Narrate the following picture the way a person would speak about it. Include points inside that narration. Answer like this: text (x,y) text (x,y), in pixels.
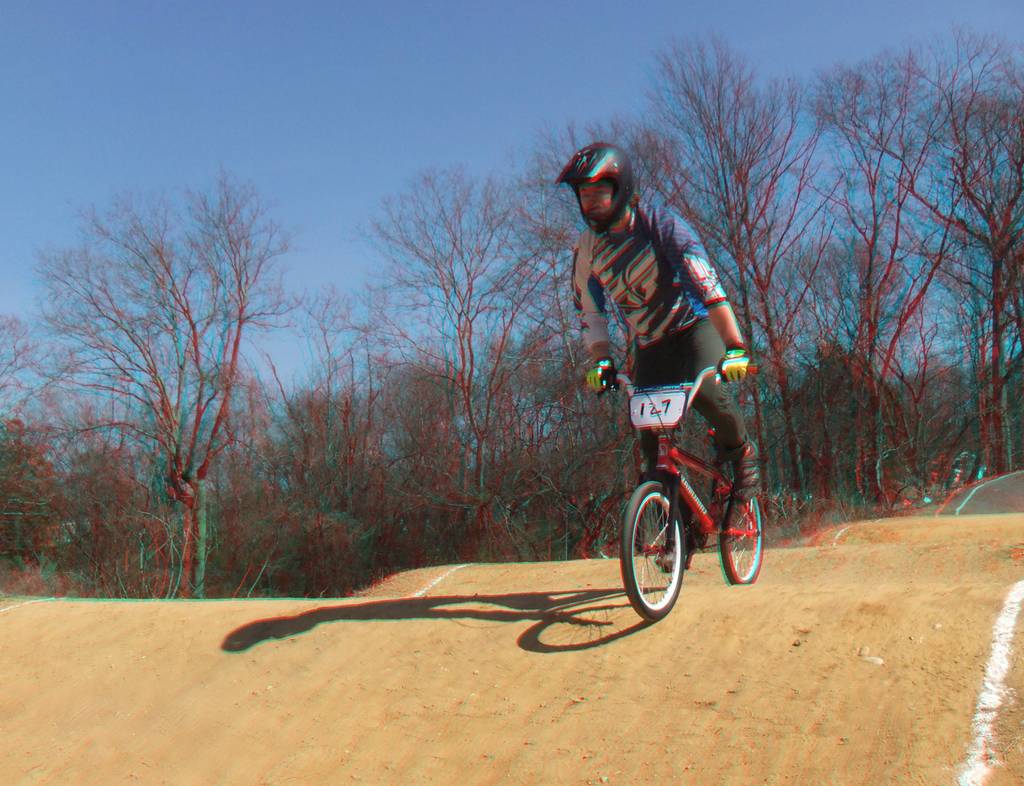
In this picture I can see a person (589,218) riding the bicycle (669,530). I can see trees (505,368) in the background (505,368). I can see the sky (283,153) is clear.
